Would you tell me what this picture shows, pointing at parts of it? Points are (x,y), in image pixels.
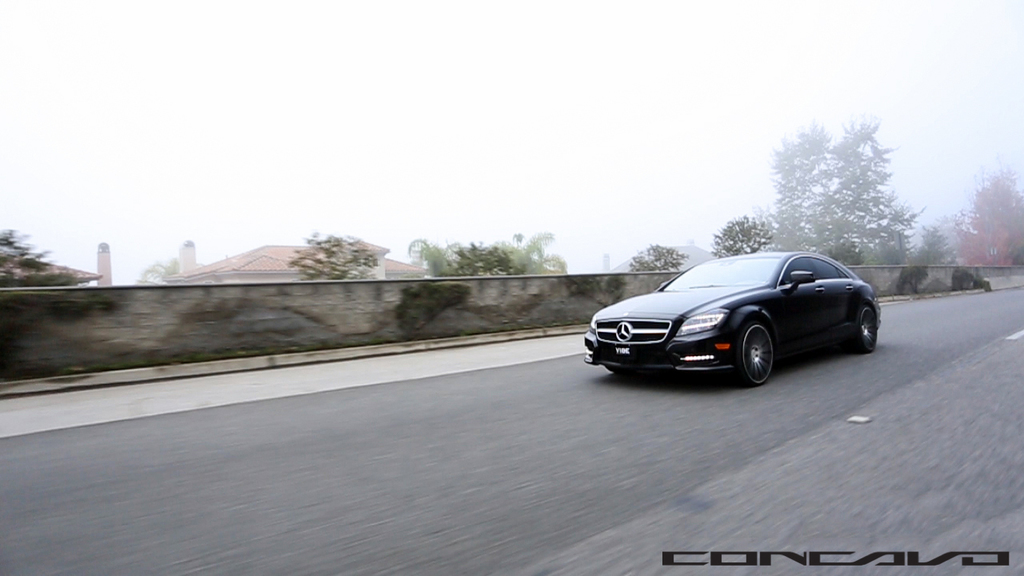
In this image there is a vehicle (791,306) on the road (696,419). In the background (397,294) there is a fencing wall (930,268), trees (302,263), buildings (383,269) and the sky (358,136). At the bottom of the image (877,555) there is some text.
